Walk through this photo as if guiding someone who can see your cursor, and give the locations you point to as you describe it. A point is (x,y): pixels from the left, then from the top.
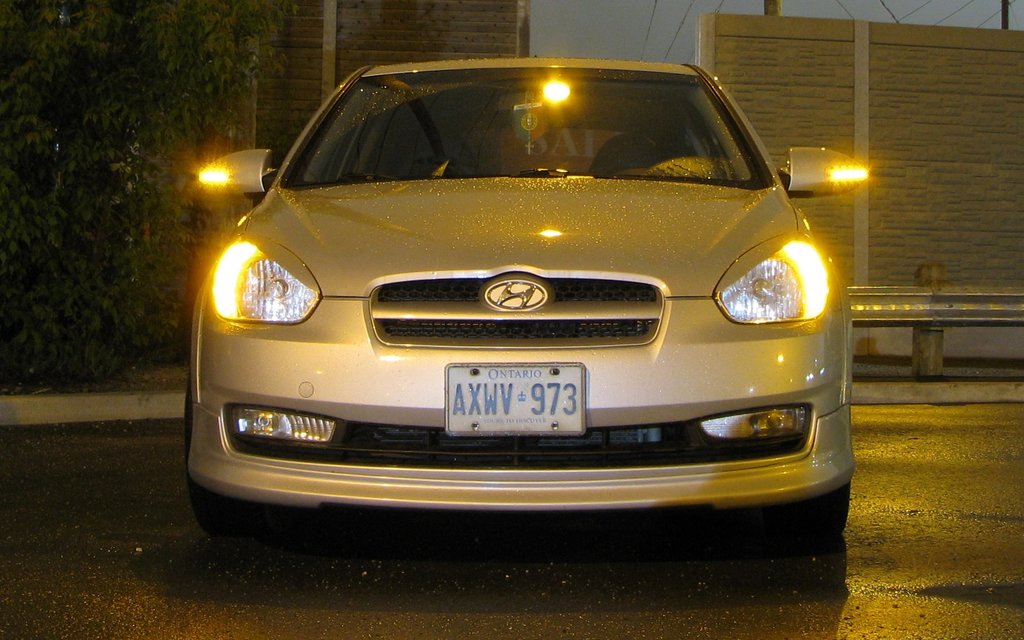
This is an image clicked in the dark. In the middle of the image (663,284) there is a car (424,275) on the road (254,563). In the background (732,90) there is a wall (864,110) and a railing (889,308). On the left side (67,217) there are few plants (88,152).
